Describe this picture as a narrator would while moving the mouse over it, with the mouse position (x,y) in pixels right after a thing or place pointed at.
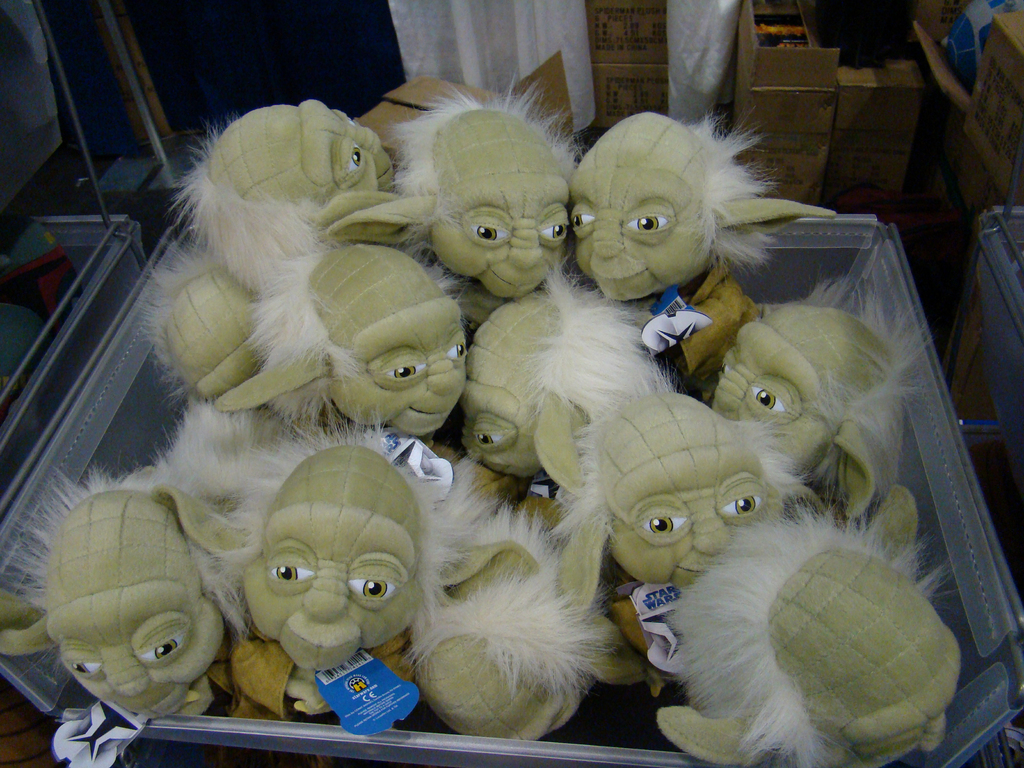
There are green color dolls (361,492) which are arranged in a basket (116,366). In the background (850,118), there are boxes (807,66) arranged in white color curtain (702,40), there are other dolls (57,269) arranged in another box (3,443), there are sticks (134,102) and other objects (175,80).
